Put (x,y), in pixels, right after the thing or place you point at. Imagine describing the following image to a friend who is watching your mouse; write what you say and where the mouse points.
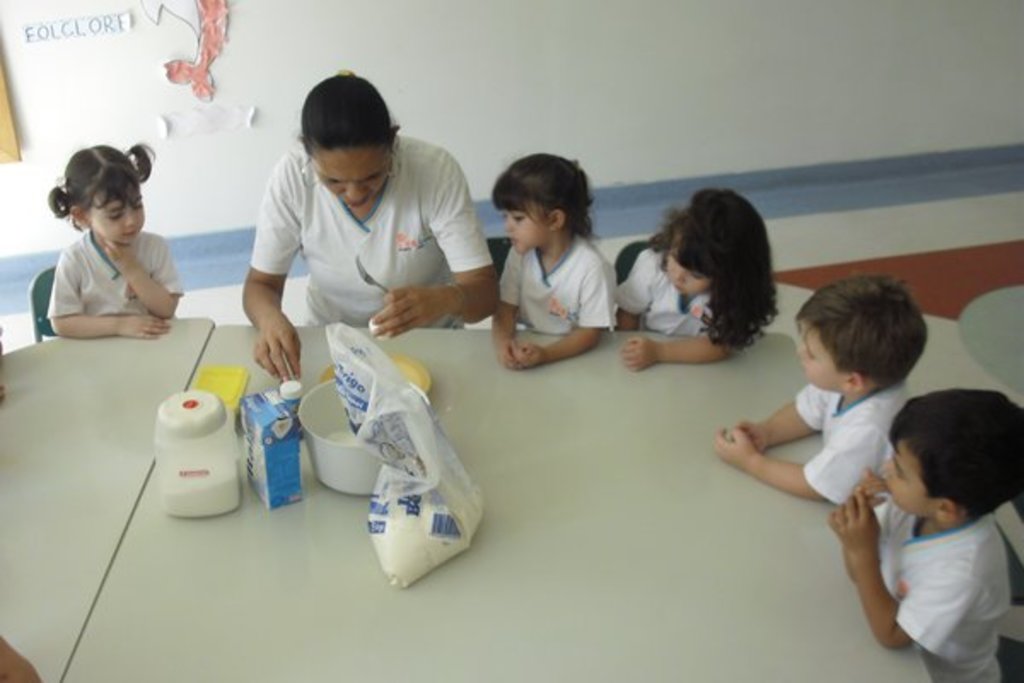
In the image we can see a woman (316,232) and children's (561,352) sitting, they are wearing the same costume (309,294). Here we can see the table (586,564), on the table (453,559), we can see the container (193,461), plate (403,358), plastic bag (407,480) and other things (293,434). We can even see there are chairs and the wall (738,84).
